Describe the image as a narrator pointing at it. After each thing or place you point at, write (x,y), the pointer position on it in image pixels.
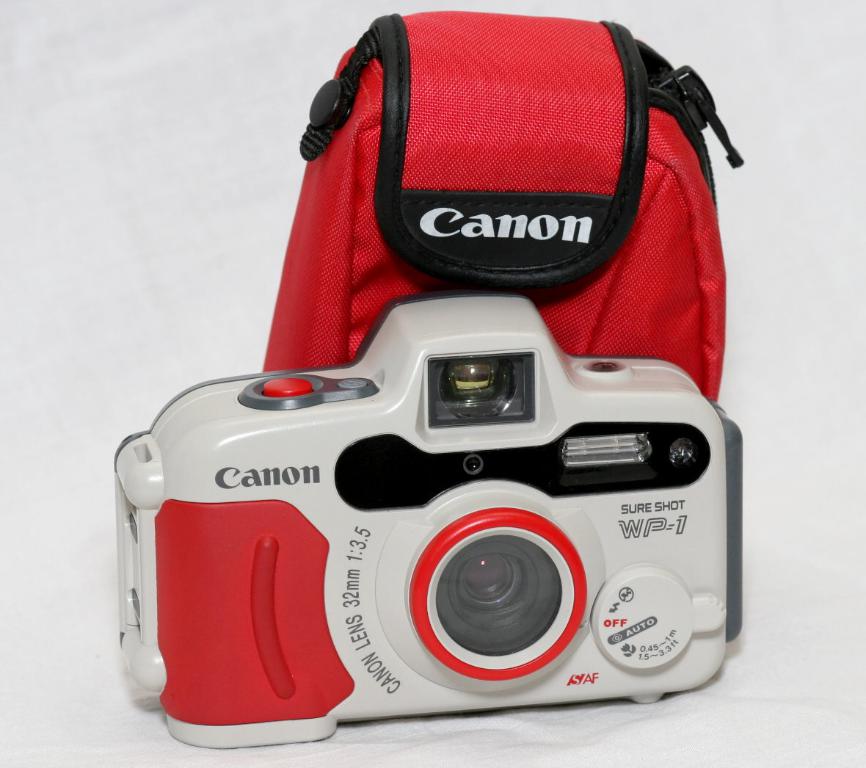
In this image, we can see a camera (568,595) is placed on the white surface (646,754). Behind the camera (396,449) there is a pouch (469,262) we can see.
